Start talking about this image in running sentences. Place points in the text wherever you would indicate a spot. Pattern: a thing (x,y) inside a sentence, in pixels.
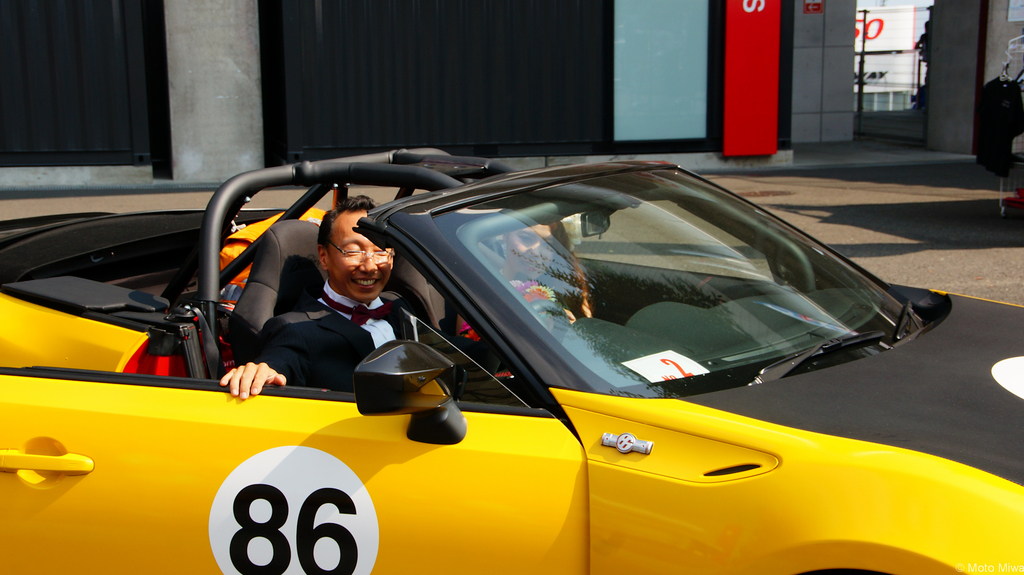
there is a yellow car (206,451) on which 86 is written on the door (313,532). in the car (291,453) there are 2 persons (306,351) sitting. behind the car (411,315) there is a building (262,81).
